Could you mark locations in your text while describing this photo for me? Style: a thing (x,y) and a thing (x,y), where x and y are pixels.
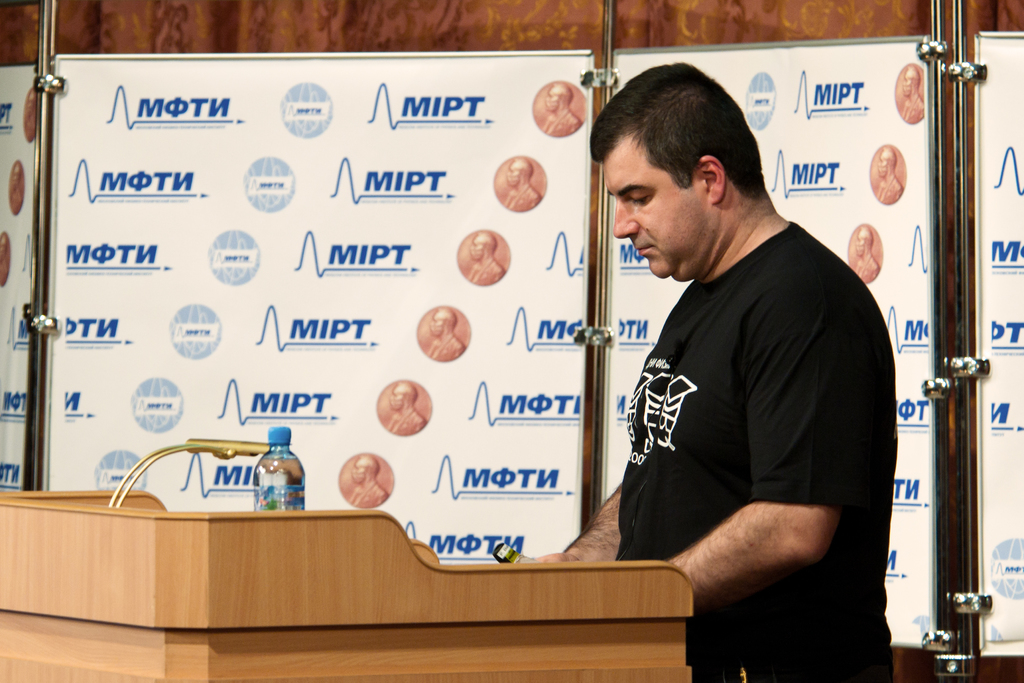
In this image I can see a man (859,557) is standing next to a podium (473,587). Here I can see a water bottle (287,429). In the background (87,79) I can see few whiteboards (874,292) and MIPT is written on it.
